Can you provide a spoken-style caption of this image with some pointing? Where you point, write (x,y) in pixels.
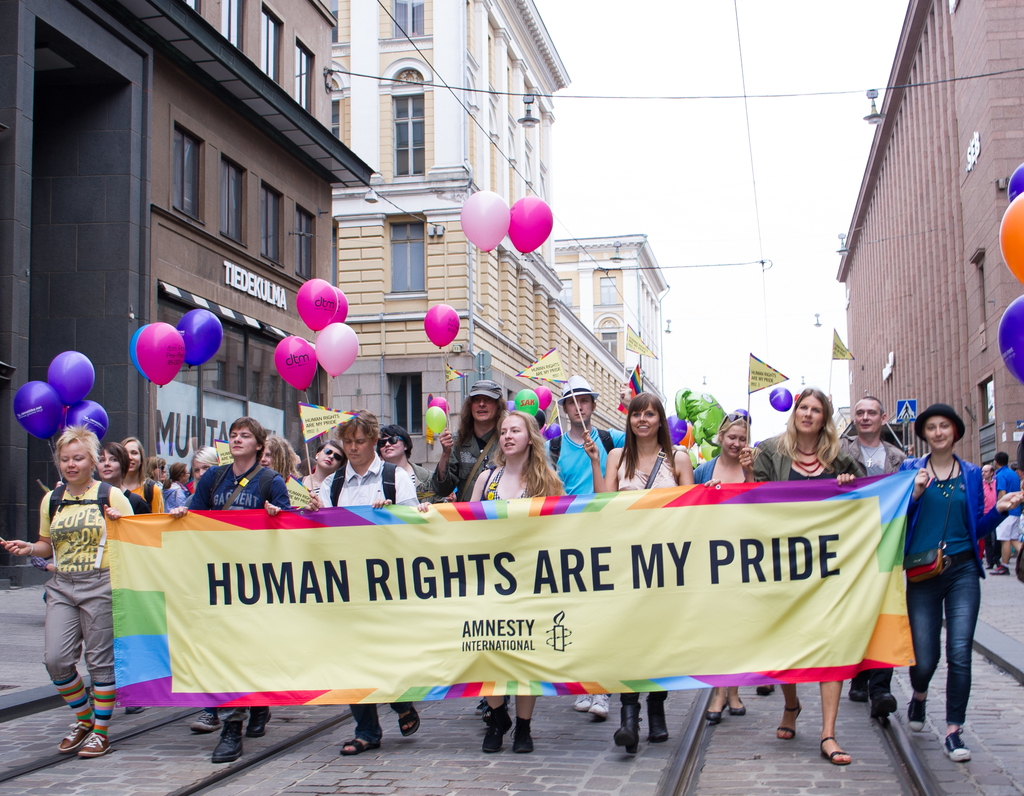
In this image in the center (557,468) there are a group of people (477,468) who are holding balloons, flags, board (562,561) and walking. And on the right side (991,185) and left side (122,254) there are buildings (479,279) and some poles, board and some people (1002,466) are standing. At the top (732,114) there is sky (716,143) and some wires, and at the bottom (172,765) there is a walkway (942,731).
